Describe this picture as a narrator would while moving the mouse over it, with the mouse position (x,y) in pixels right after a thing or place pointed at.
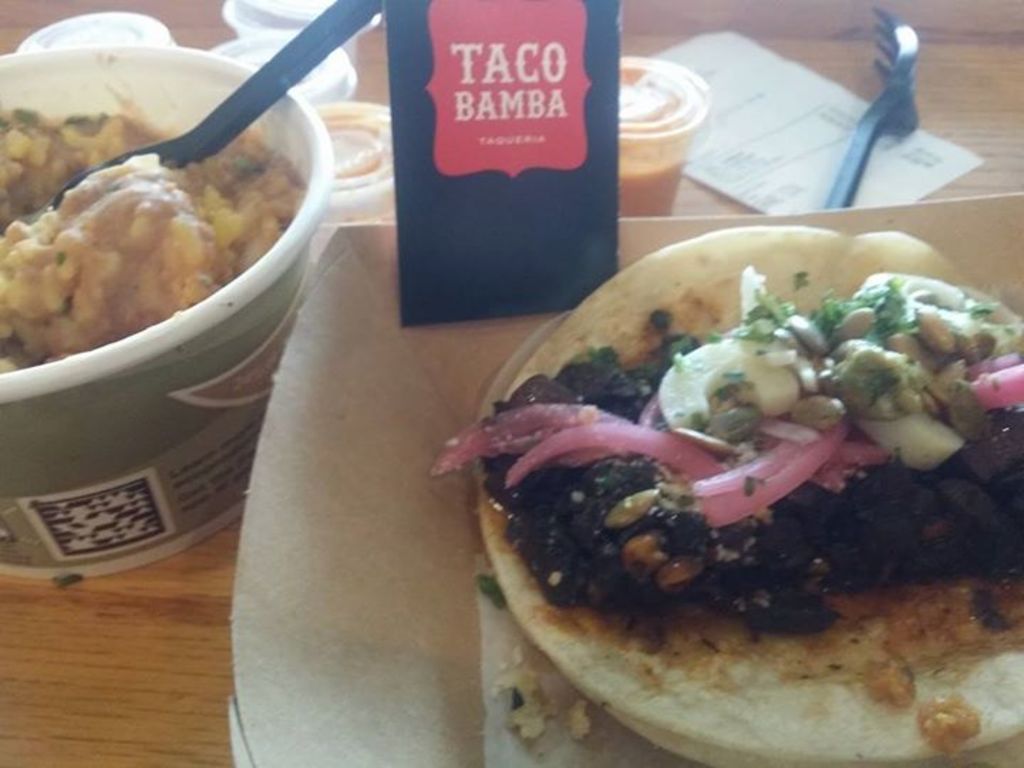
Here we can see a bowl (249,293), spoon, cups (359,177), fork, paper (828,95), card (438,239), and food (817,389) on a wooden platform (201,624).
